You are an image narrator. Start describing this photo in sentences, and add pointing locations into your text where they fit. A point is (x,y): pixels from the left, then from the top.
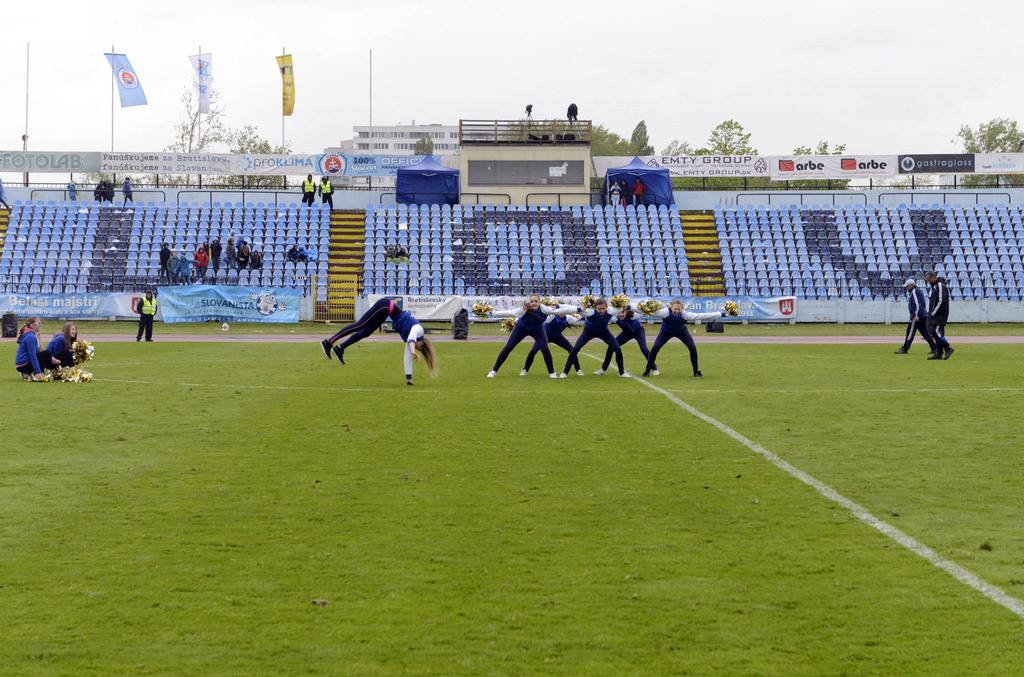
This is a playing ground (437,429). Here I can see few people (540,329) are dancing, one person (422,343) is jumping, two women (31,345) are sitting and two men (925,316) are walking towards the left side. In the background (74,257) there are many empty chairs (284,241). Few people (228,257) are sitting and few people (220,250) are standing facing towards the ground (620,554). It seems to be a stadium (272,259). In the background (221,174) there are many boards (692,174) on which I can see the text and also there are many trees (600,143). Here I can see a building (405,137). At the top of the image (651,65) I can see the sky (655,57). On the left side (288,97) there are few flags (209,103).
